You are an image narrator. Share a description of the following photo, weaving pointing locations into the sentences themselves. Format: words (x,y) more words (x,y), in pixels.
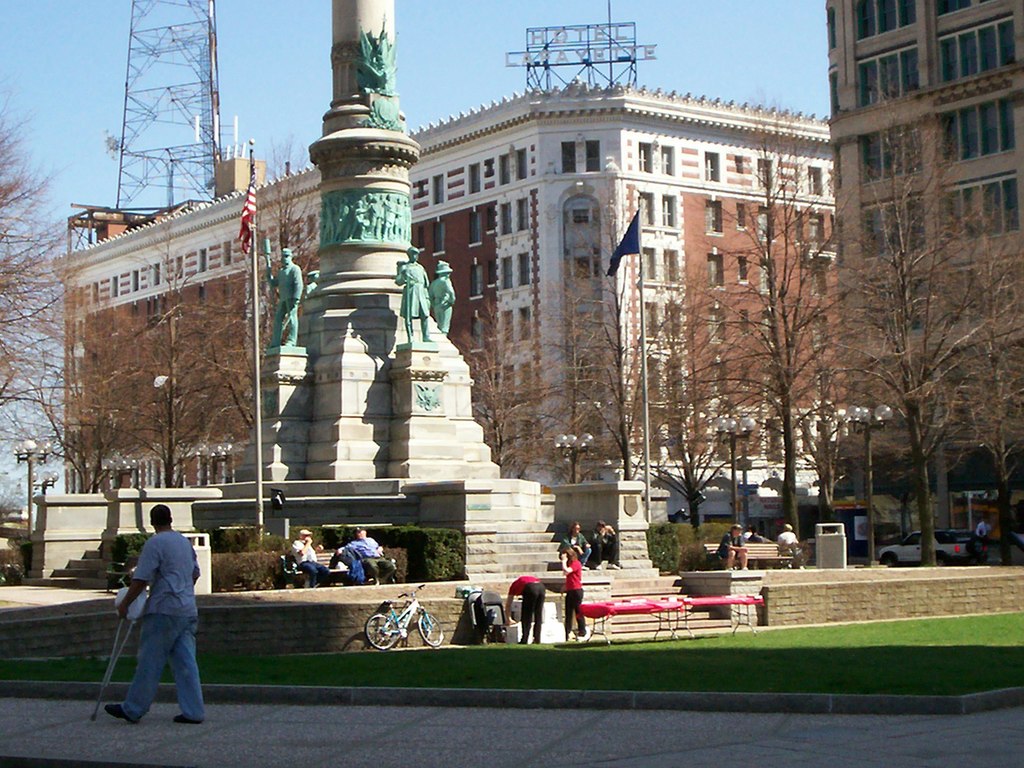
In the foreground of this image (187,595), there is a man (168,641) walking on the side path (136,734) with a walking stick (99,707). In the background (1005,648), there is a lawn (940,641), statue (360,314), stairs (501,561), few persons (367,560) sitting and few (580,561) are standing and also there is a bicycle (405,623), tables (687,614), trees (262,320), flags (249,212), buildings (804,150), a tower (173,100) and the sky (258,26).
